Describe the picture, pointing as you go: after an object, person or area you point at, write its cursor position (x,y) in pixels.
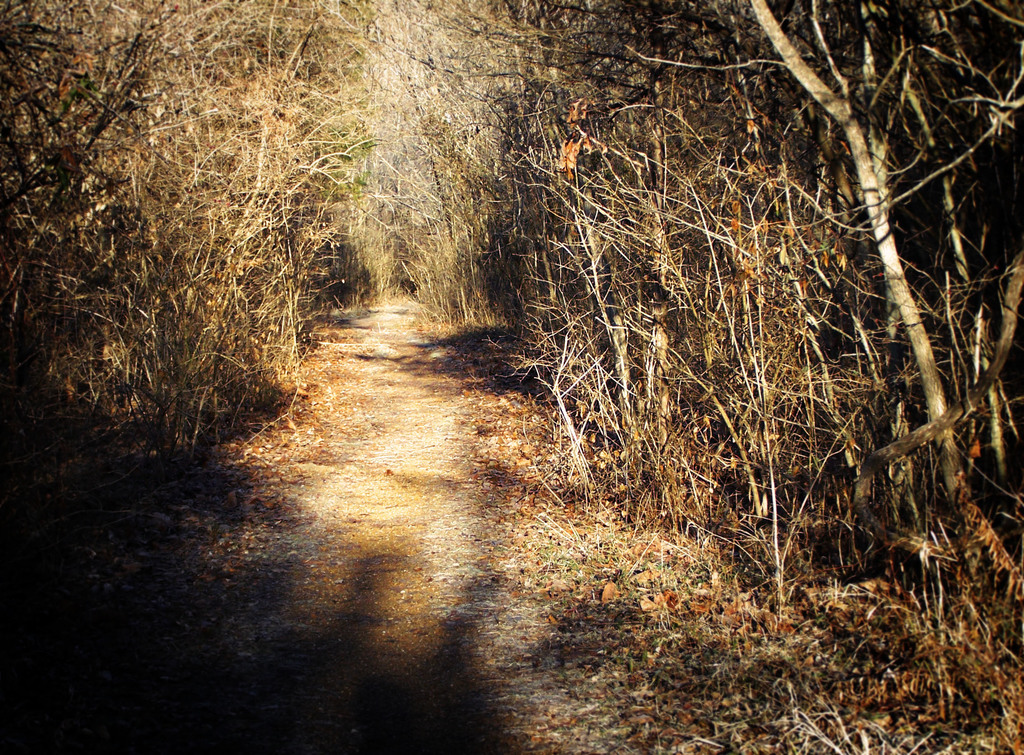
In this image we can see few trees (574,211) and a walk way (446,461) in the middle (409,433).
